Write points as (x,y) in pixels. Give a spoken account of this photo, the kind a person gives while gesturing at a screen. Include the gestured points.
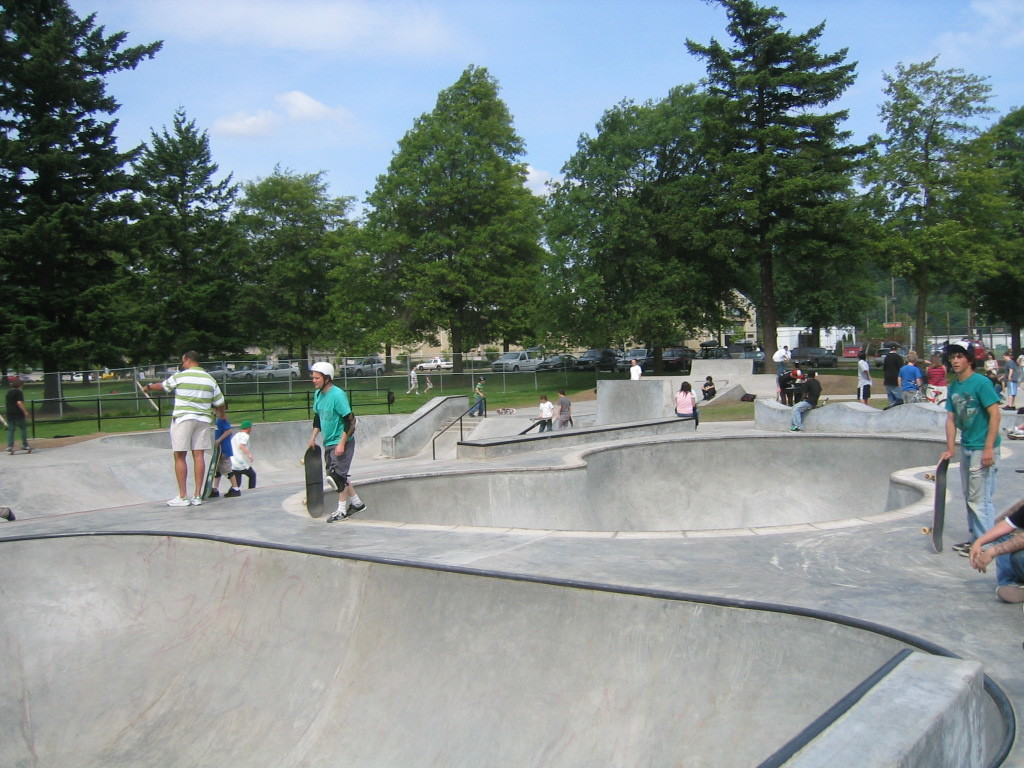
In this image there are some persons (240,438) standing and holding the skate board (317,471) and also some persons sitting on the ground (720,412). And few persons (791,392) sitting on the constructed wall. In the background (49,420) there is a black color and also a white color fence (336,378). Image also consists of many cars (816,359) and trees (652,253). At the top (546,70) there is sky (532,47) with some clouds (305,103).
